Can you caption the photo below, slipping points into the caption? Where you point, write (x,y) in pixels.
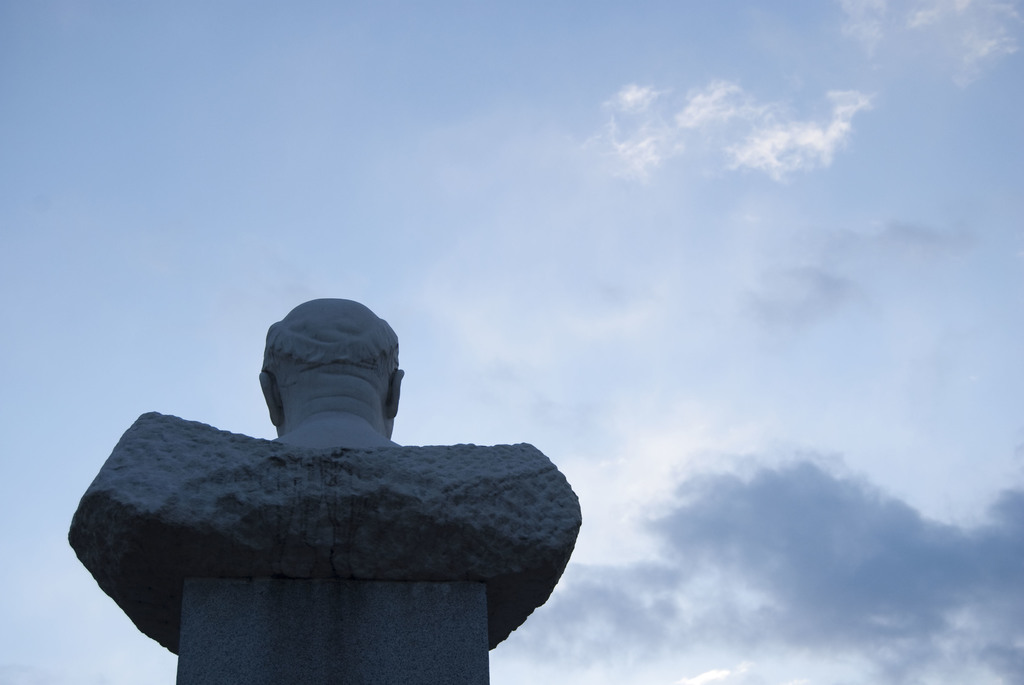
In this image, we can see a statue (387,456). There are clouds (827,470) in the sky (342,222).
